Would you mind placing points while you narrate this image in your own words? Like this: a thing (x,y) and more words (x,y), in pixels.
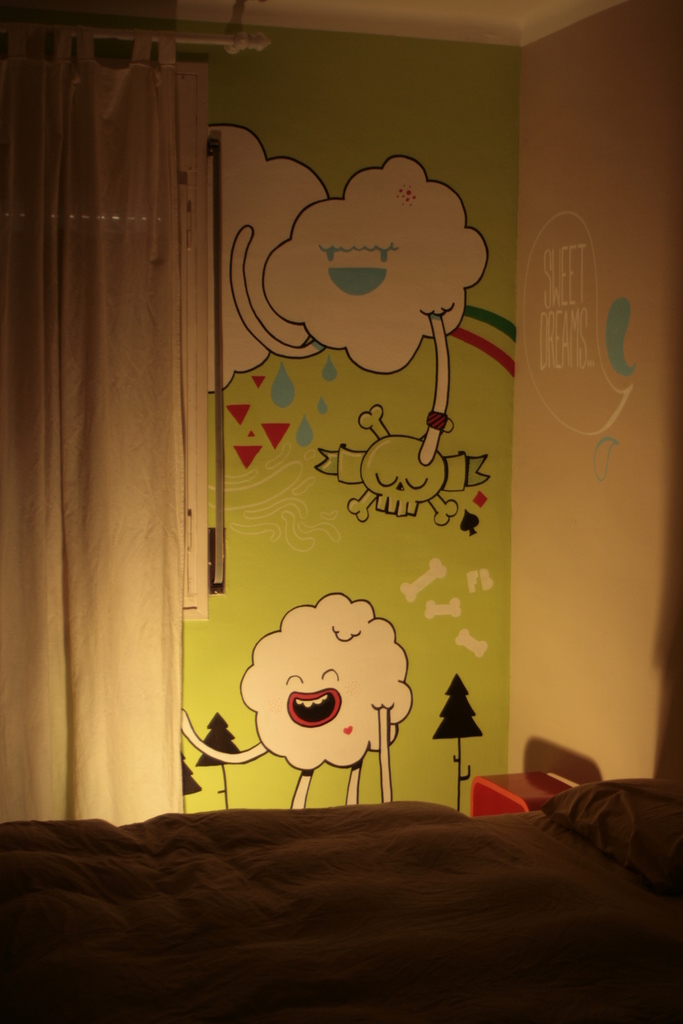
In this image in front (290,915) there is a bed (371,901). In the background of the image (17,320) there are curtains (170,367). There is a painting (418,483) on the wall (459,639). In front of the wall (524,727) there is an object (508,779).
